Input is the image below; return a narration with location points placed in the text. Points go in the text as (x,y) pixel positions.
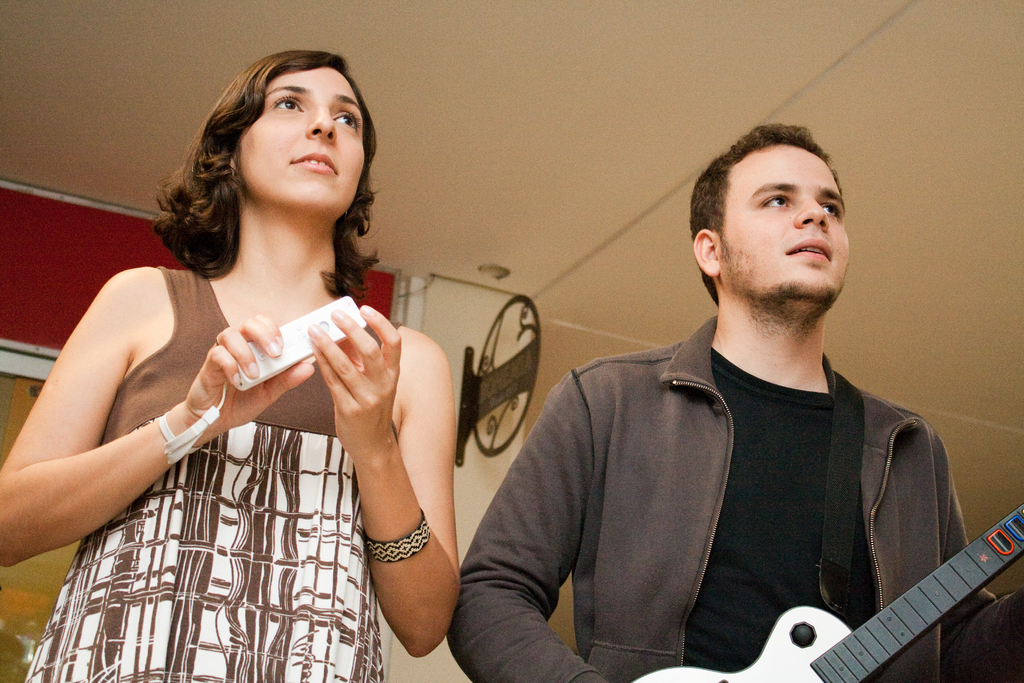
In this picture we can see man (708,487) wore jacket (875,407) holding guitar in his hand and beside to him woman (314,334) standing and holding remote (290,328) in her hand (304,360) and in background (38,237) we can see wall (543,395).
